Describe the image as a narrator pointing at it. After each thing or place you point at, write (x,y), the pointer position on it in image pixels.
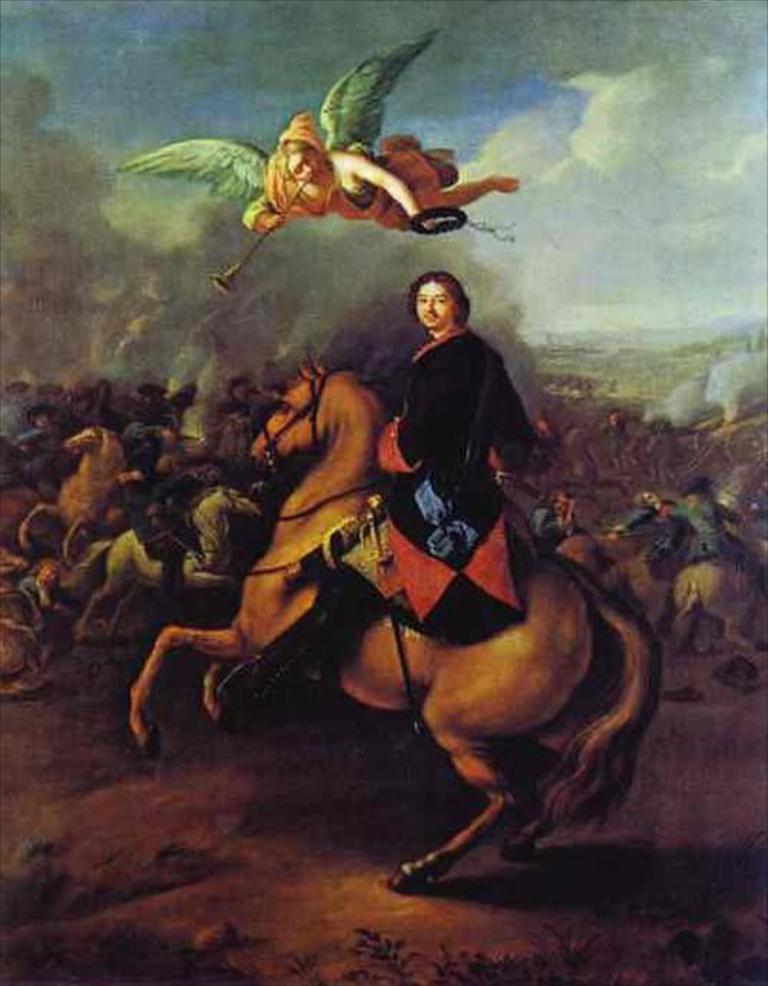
This image consists of a horse (545,601) on which there is a man (441,396). It looks like a painting. At the bottom (311,890), there is a ground (330,939). At the top (57,165), there are clouds (44,188) in the sky (62,203).
